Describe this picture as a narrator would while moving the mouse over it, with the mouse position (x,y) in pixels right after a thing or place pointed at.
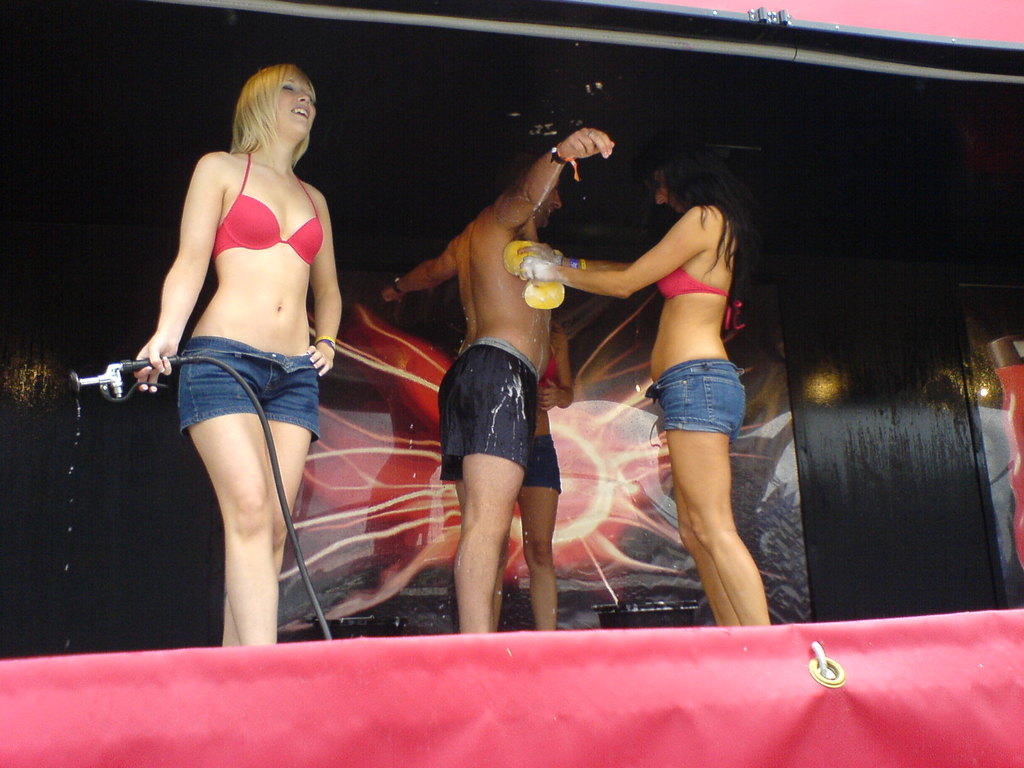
In the image there are four people (479,443), three women (534,272) and a man (523,284) one of the woman (685,332) is washing the man's body (510,294) and another woman (261,443) is holding a pipe (142,367) with her hand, there is some poster (763,341) in the background (609,398).
